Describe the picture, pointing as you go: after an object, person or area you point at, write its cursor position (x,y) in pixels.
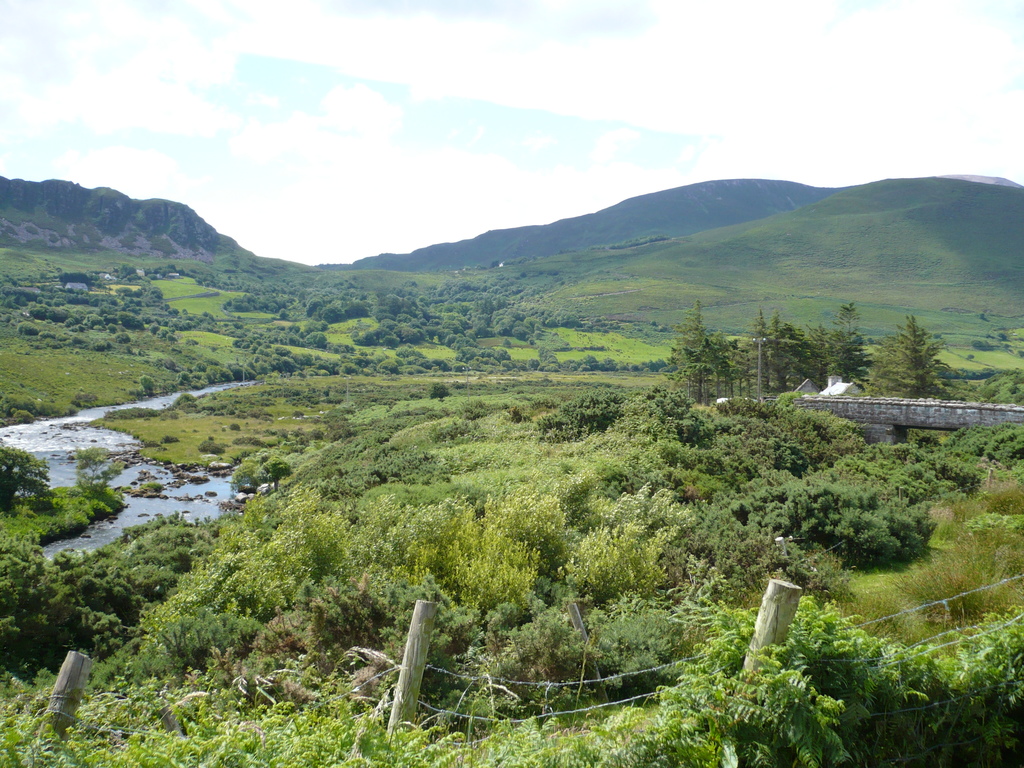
In this picture there is greenery (440,365) around the area of the image and there are wooden poles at the bottom side of the image (778,615).
